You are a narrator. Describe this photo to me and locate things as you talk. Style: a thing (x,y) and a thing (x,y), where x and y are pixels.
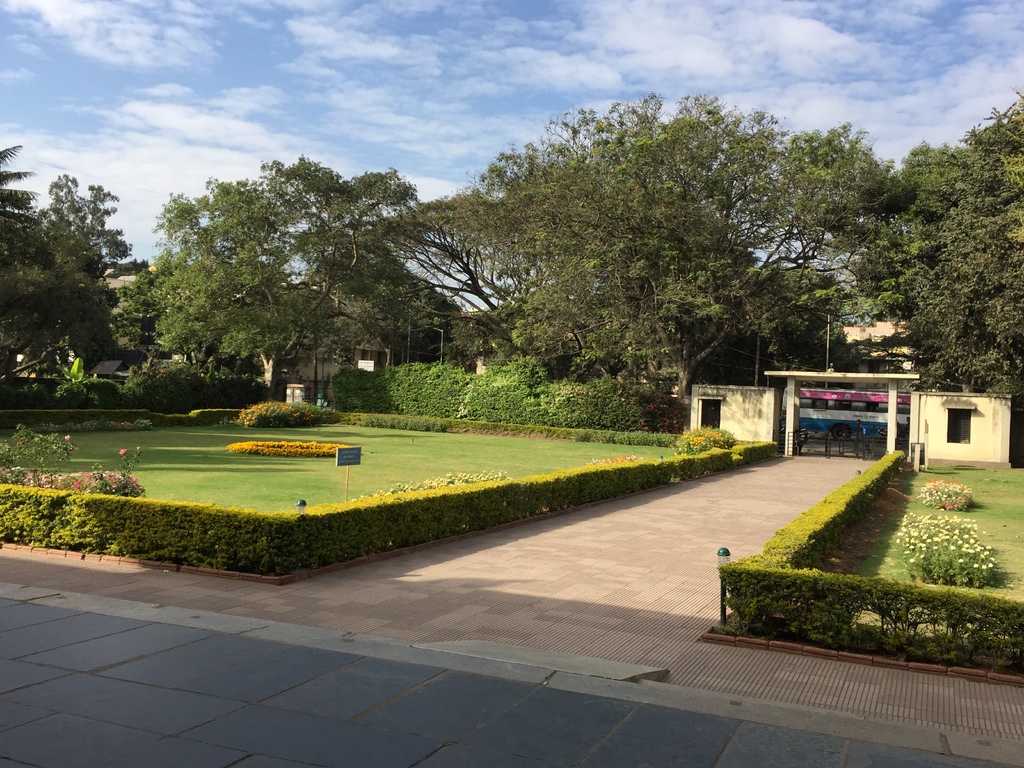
These are the trees (622,250) with branches (605,321) and leaves (378,319). I can see the small bushes (370,515) and the plants (954,551) with flowers (954,533). This looks like a board (347,463) attached to the pole (347,479). Here is the gate (811,444). This is an arch (892,376). I can see the bus (853,417) on the road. I think these are the rooms (776,425) with the windows (956,414).
